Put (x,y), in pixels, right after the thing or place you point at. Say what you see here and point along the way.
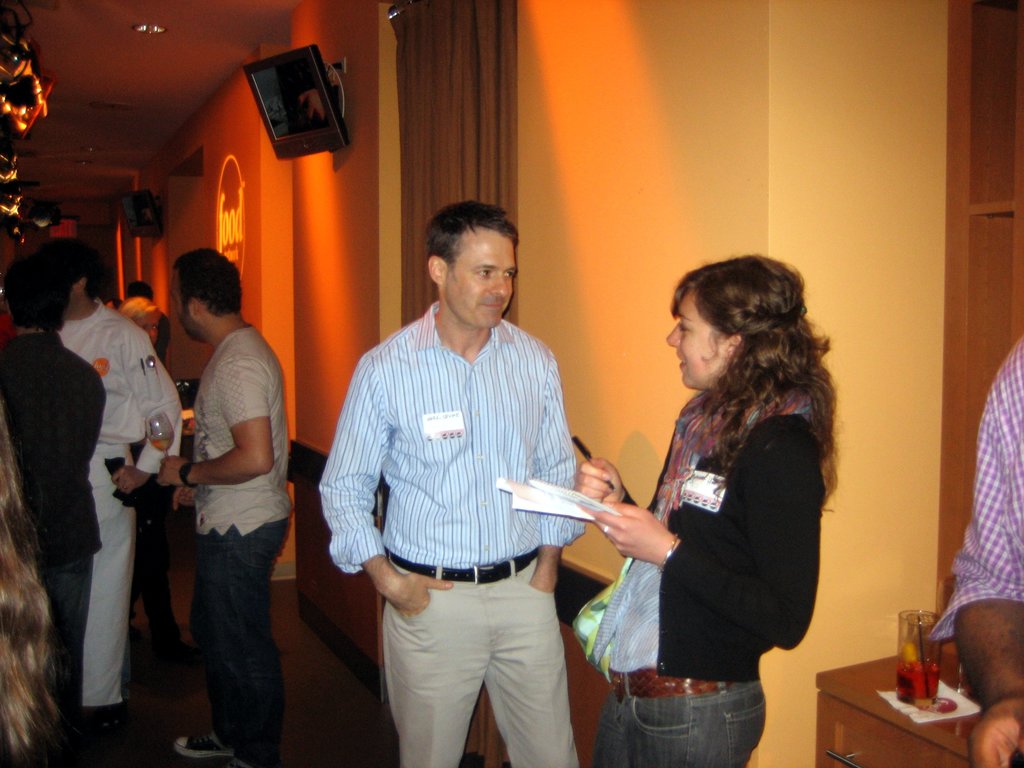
In this image, there are a few people (518,374). We can see the ground (173,695) and a table (867,716) with a glass (933,647) on the right (920,678). We can see the wall (907,185) with some text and objects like screens (135,192). We can also see the roof (181,53) with some lights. We can see some objects (31,46) on the left (19,221).
